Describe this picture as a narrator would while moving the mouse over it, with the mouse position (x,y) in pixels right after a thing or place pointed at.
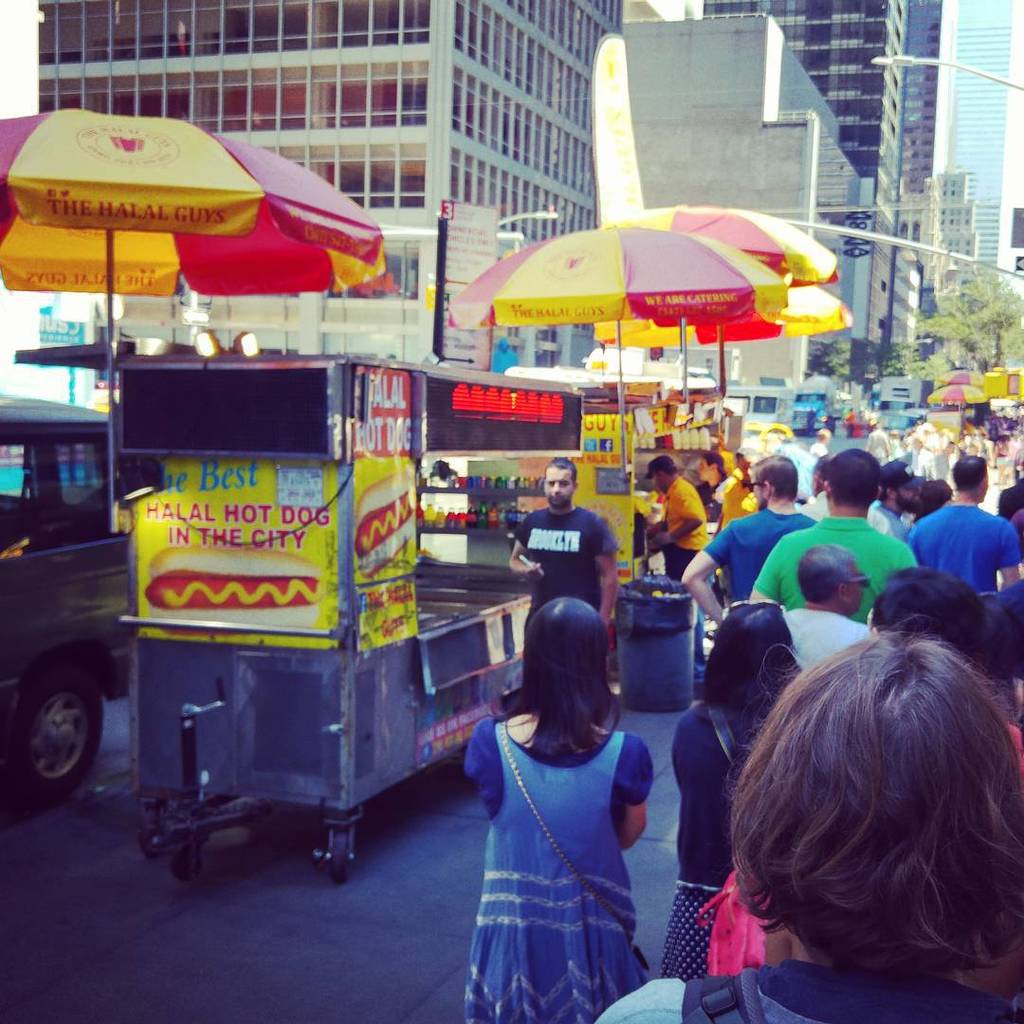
In this picture we can see there are groups of people (863,539). On the left side of the people (845,605) there are food trucks (353,517), a vehicle (8,438) and umbrellas (168,256). Behind the food trucks (426,398), there are poles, trees (945,339), buildings (679,105) and there are some other vehicles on the road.
